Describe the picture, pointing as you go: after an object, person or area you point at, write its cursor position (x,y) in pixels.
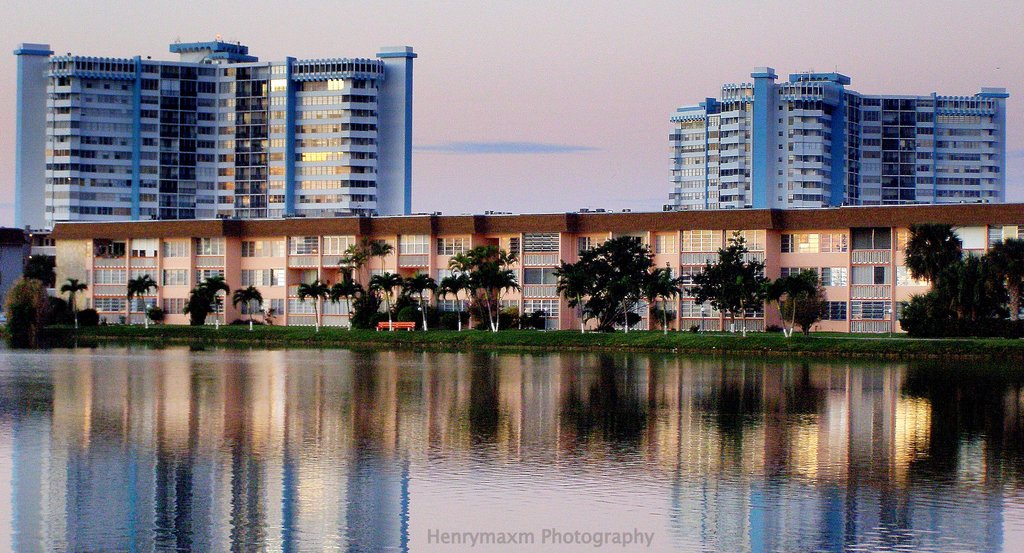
In the center of the image (488,237), we can see buildings (451,239) and trees (642,267) and at the bottom (493,480), there is water (536,473) and we can see a text (569,539) written. At the top (519,97), there is sky (494,93).
